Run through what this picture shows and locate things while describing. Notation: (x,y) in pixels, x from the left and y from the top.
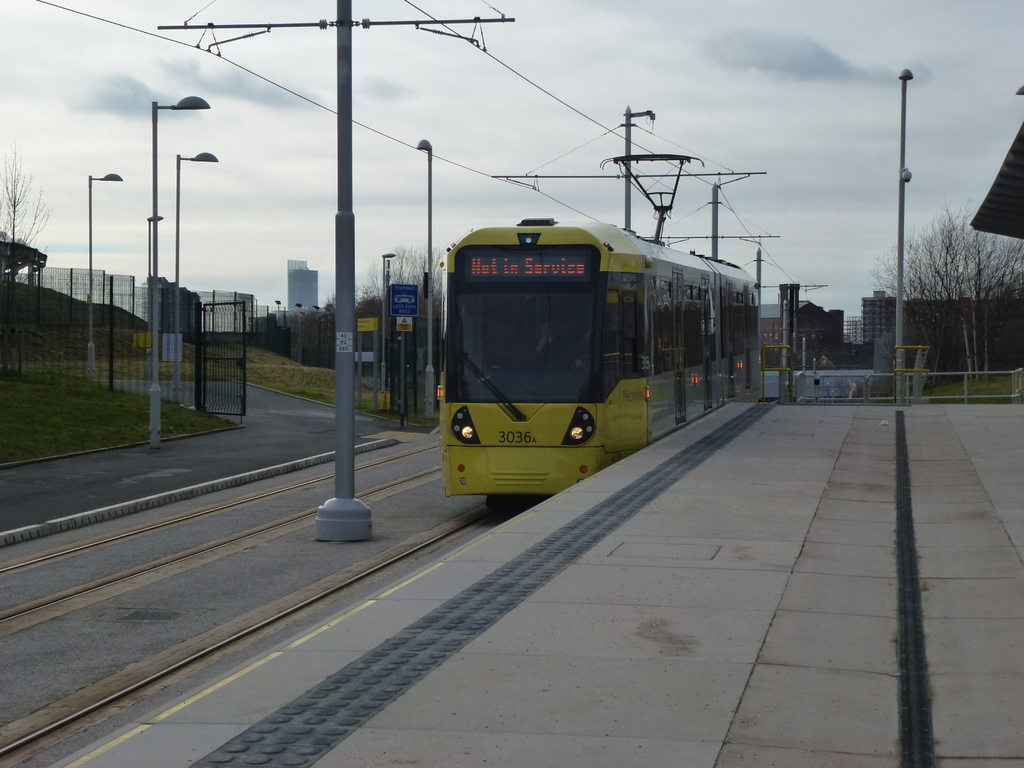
In this image, I can see a tramway (538,447) on the tramway track (389,568). There are street lights (431,221), current poles (716,206), an iron gate (230,350) and a platform (727,540). In the background (302,298), there are buildings (290,304), trees (987,283) and the sky (218,155).
